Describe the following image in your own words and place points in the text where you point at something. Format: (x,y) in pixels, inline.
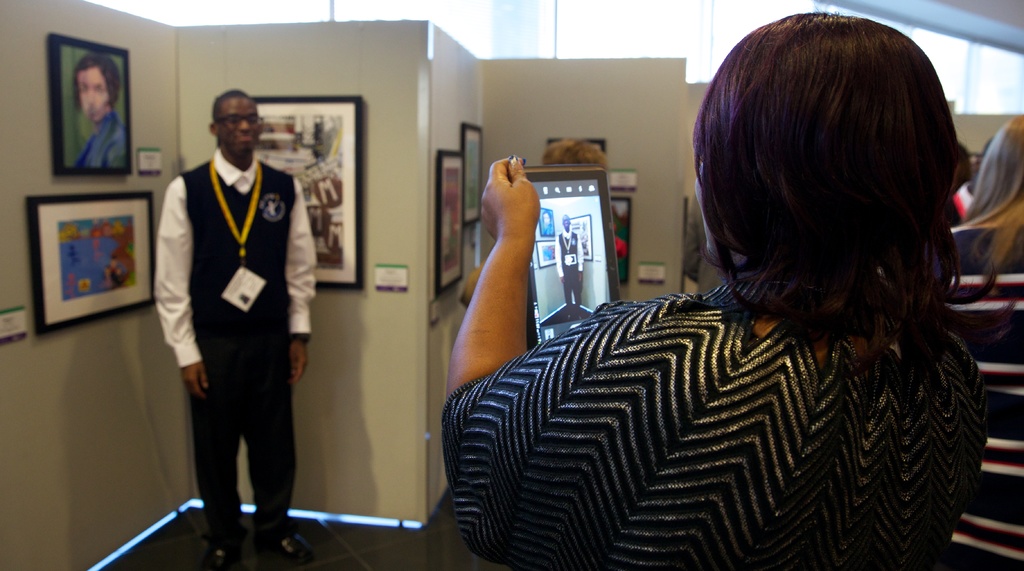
In this image we can see few persons (773,350). In the foreground (574,403) we can see a person (671,449) taking a photo. Behind the persons (215,294) we can see a wall (8,246). On the wall (423,141) we can see the photo frames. At the top (570,16) we can see the glass (617,20).
